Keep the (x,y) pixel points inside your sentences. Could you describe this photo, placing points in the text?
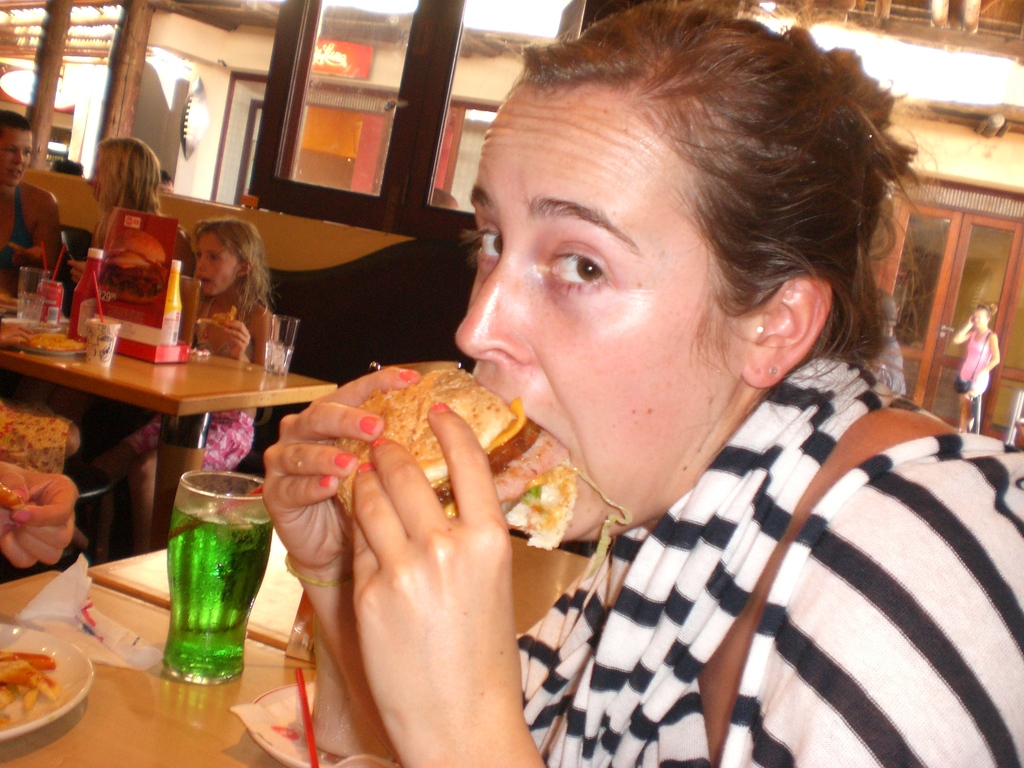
In this image I can see a woman (718,356) eating a bread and in front of her i can see a table (88,642), on the table (107,710) I can see a glass (197,586) and plate (66,667), at the top (261,89) I can see the building (333,79), in front of building (193,170) I can see the table (171,388) I can see food item (71,344).
